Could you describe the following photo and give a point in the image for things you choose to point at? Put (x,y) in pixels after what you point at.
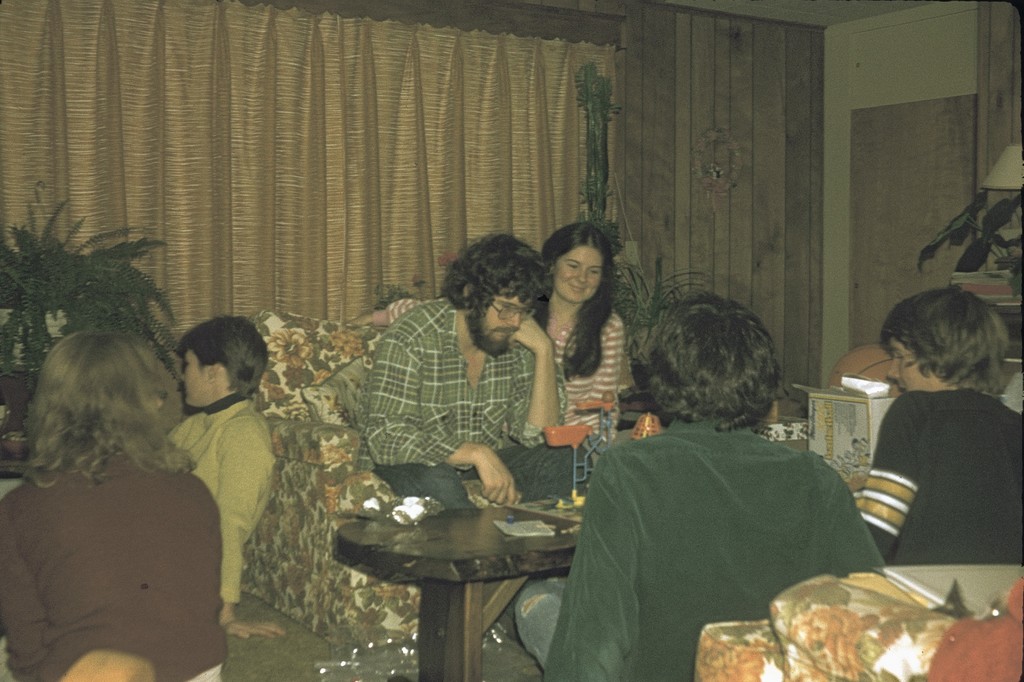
This picture is of inside the room (779,369). On the right (784,477) there are two persons (824,468) sitting. In the center (526,296) there is a woman (576,334) and a man (445,361) sitting on a couch (297,441). On the left (121,458) there is a woman (156,516) and a person (221,380) sitting on the ground (285,642). There is a table (502,538) on the top of which a stand (608,429) and a book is placed. In the background (396,88) we can see the curtain (266,183), house plant (26,283), a lamp (1006,158) and a wall (919,53).
